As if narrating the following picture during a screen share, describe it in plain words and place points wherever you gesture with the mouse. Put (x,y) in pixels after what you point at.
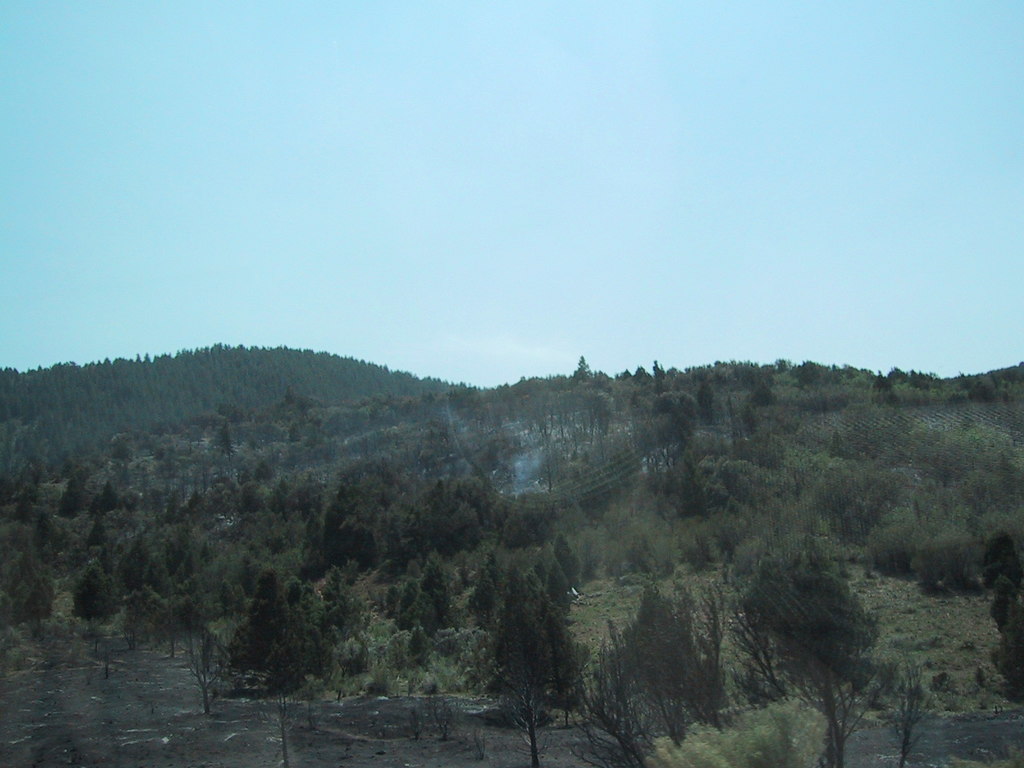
In the picture I can see trees (337,533), the grass (736,710) and plants (497,518). In the background (489,195) I can see the sky (447,185).
